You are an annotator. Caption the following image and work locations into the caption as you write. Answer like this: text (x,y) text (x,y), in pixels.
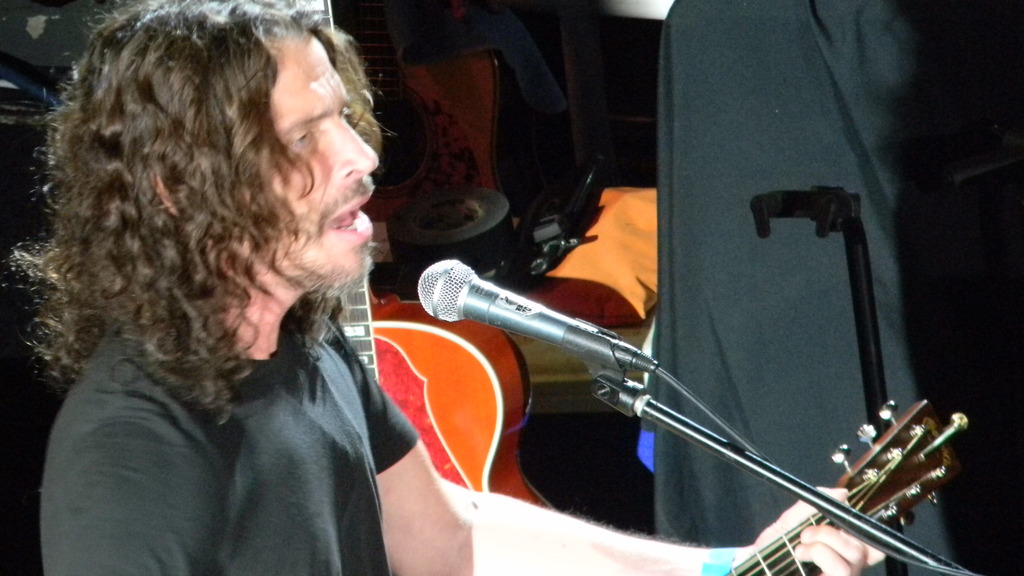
In this picture we can see a person (275,405), here we can see a mic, guitars (329,5) and some objects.
